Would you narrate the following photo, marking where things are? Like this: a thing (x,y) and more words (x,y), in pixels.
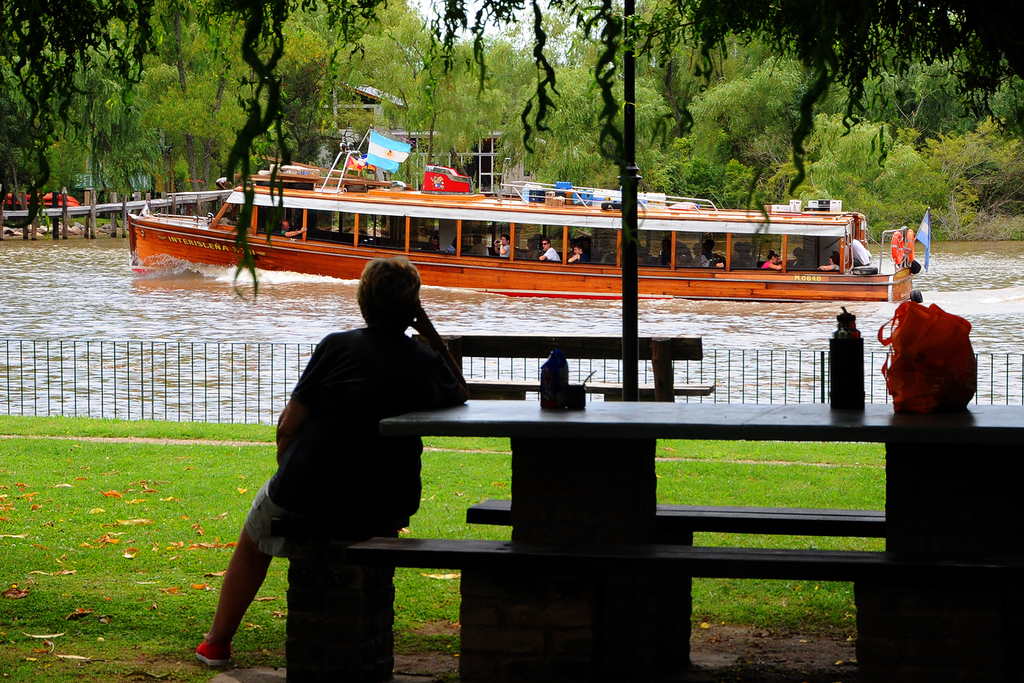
There is a ship (830,247) floating on water (178,300) and there is a flag (366,158) on top behind that there is a woman (407,441) sitting on bench (339,606) and there is a bottle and orange parcel (925,319) on table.
